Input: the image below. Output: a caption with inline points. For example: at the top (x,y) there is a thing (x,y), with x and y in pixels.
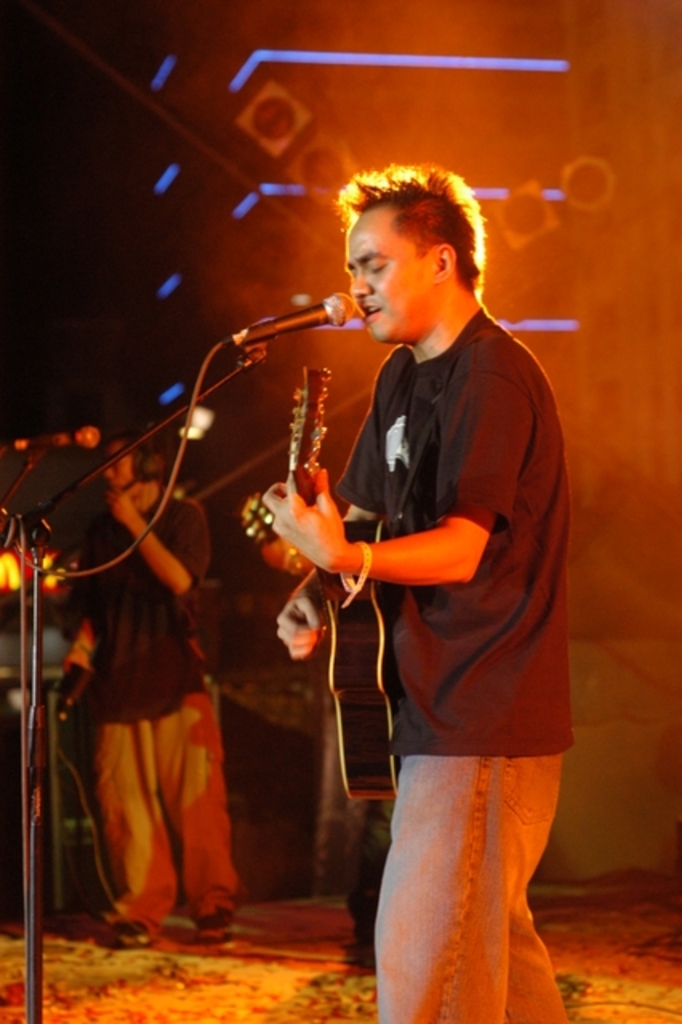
In a picture there are two people (460,458) and one person (483,812) is wearing a black t-shirt (455,708) and jeans (496,816) and holding a guitar (342,632) and singing in the microphone (278,325) in front of him and another person (123,586) is wearing headsets (153,469) and standing, behind them there is some smoke (564,142).
